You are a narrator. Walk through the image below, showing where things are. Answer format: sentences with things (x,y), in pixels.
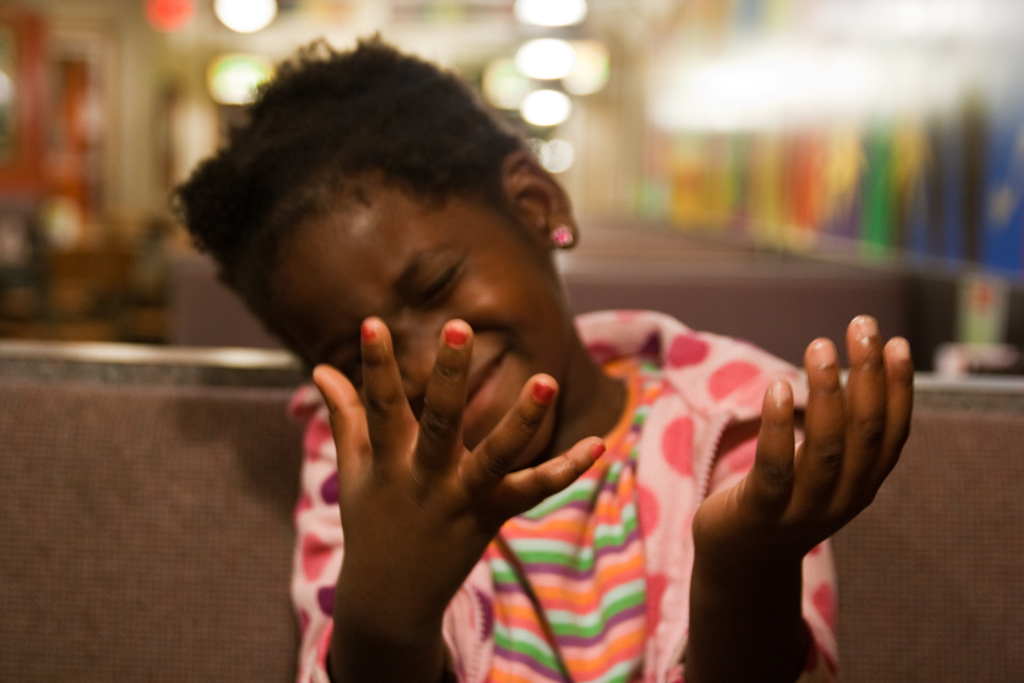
In the image there is a kid (490,582) in pink dress (660,680) showing hands (774,545) and behind her it's all blur.
